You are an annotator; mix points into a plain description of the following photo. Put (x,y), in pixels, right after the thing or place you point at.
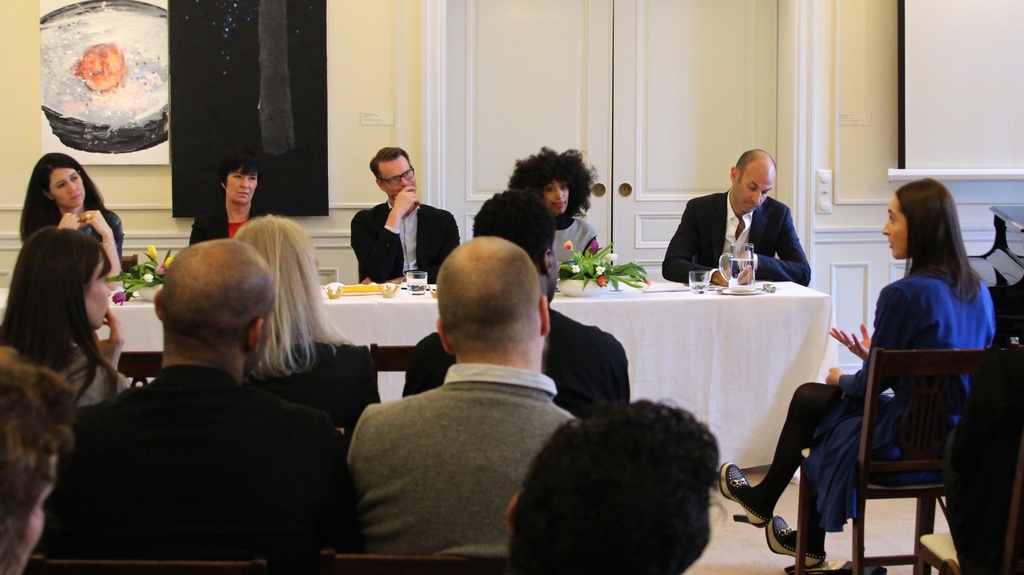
In this image there group of people (519,423) who are sitting on a chair (903,365) and on the top (534,64) there is a wall (857,48) and doors (574,105) are there and in the middle (639,319) there is one table (774,309) and that table (587,311) is covered with a white cloth (723,324) and on that table (740,313) there are glasses (701,279), cups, mugs (726,272), and two flower pots (159,276) are there.
